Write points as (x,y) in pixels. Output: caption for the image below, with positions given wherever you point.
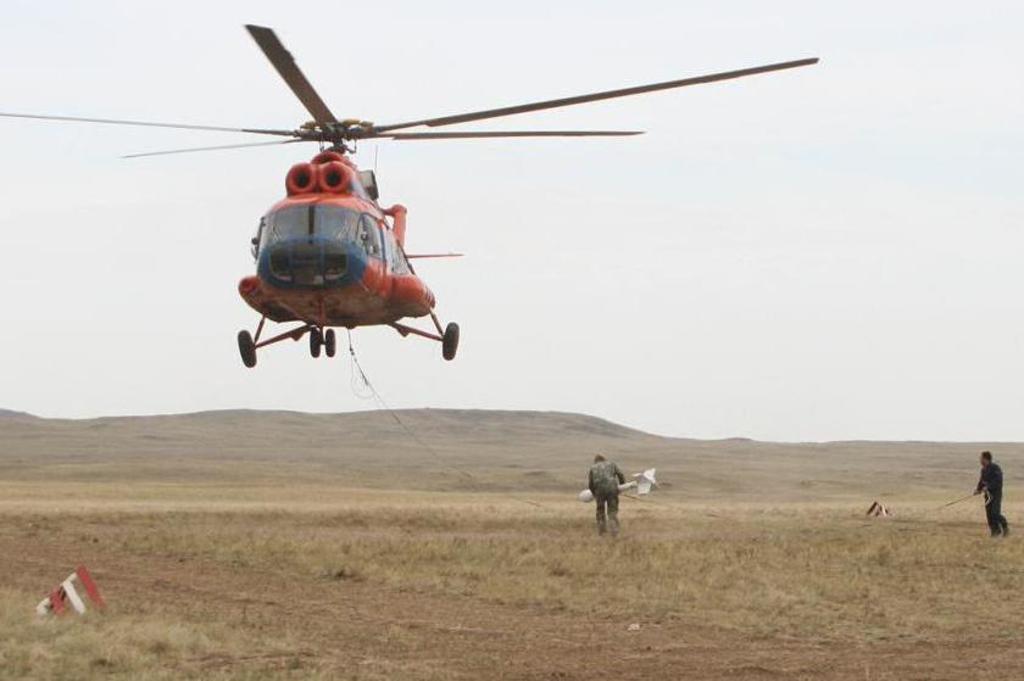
In this image, we can see persons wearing clothes (1000,502). There is a helicopter (358,218) above the ground (429,496). In the background of the image (660,336), there is a sky (662,208).
